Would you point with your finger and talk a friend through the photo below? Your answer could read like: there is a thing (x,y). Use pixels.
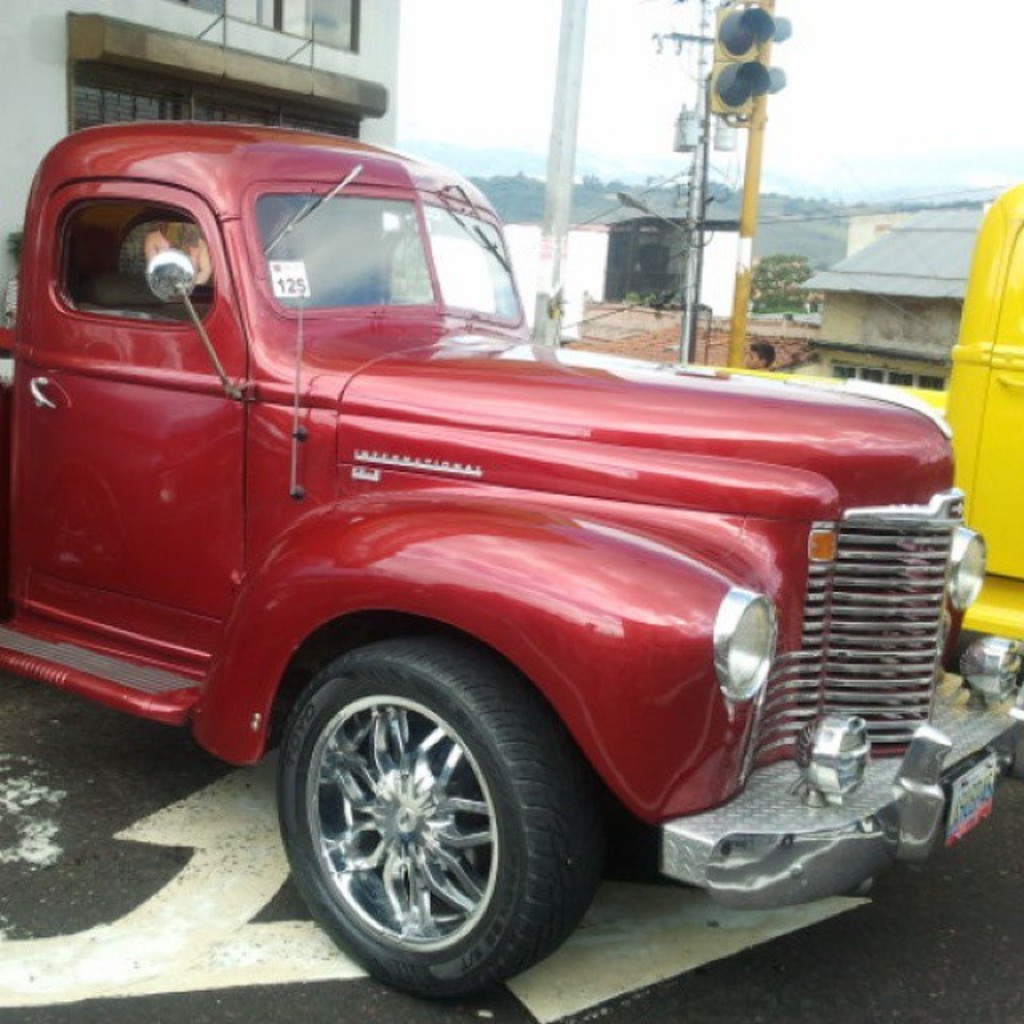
In the picture we can see a truck (703,705) which is red in color and it is shining and besides to it we can see another vehicle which is yellow in color and behind the truck (912,739) we can see a building (519,244) and in the background (556,271) we can see some poles (547,263), and traffic lights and behind it we can see some hills (603,199) and sky (844,177).
